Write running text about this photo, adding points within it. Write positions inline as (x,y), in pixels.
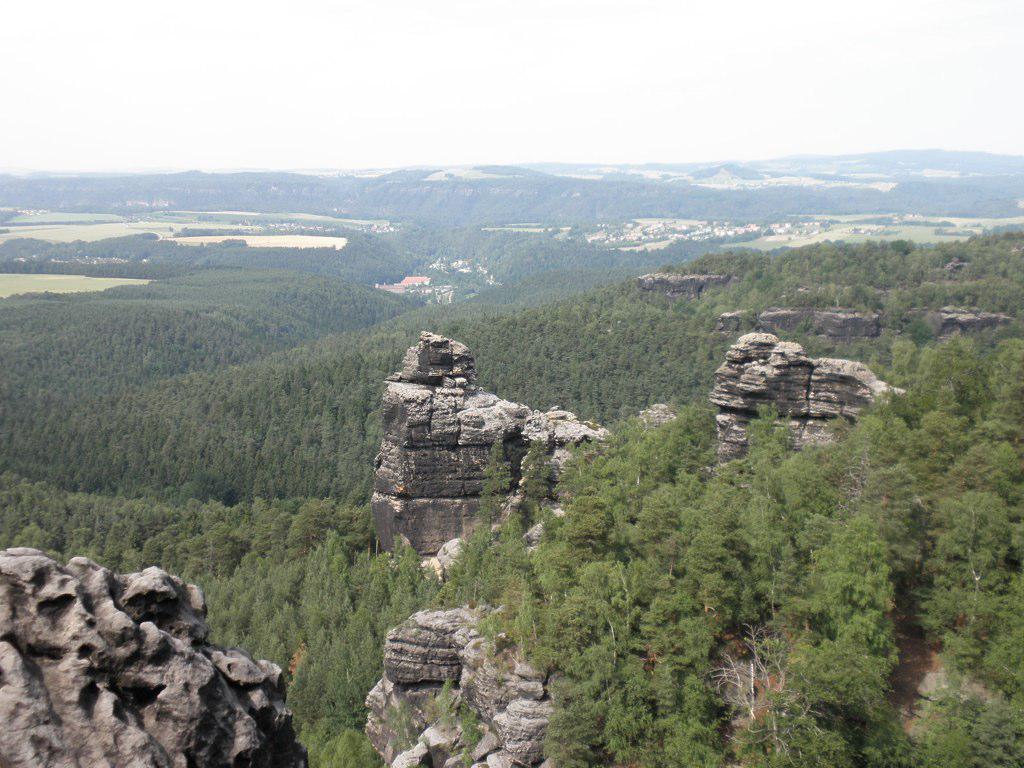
In this image we can see sky (742,108), hills (528,280), trees (360,342) and ground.
